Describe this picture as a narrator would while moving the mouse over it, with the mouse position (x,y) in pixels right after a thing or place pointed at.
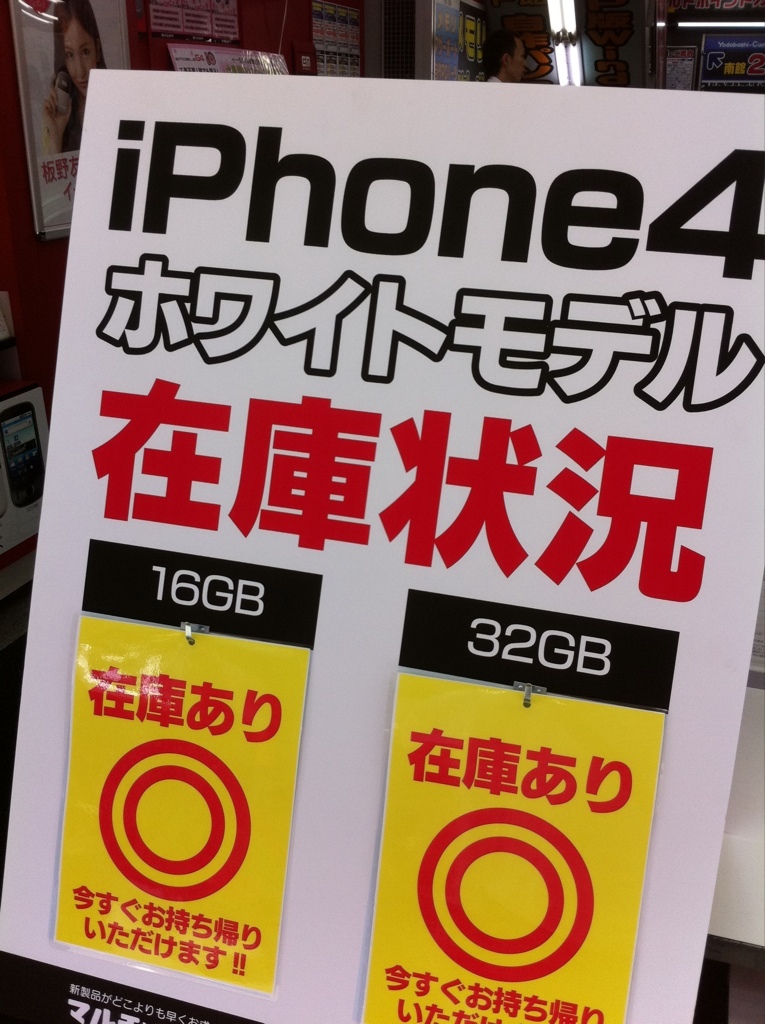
It is a paper (363,372) on this there are texts (606,378) in black color.
